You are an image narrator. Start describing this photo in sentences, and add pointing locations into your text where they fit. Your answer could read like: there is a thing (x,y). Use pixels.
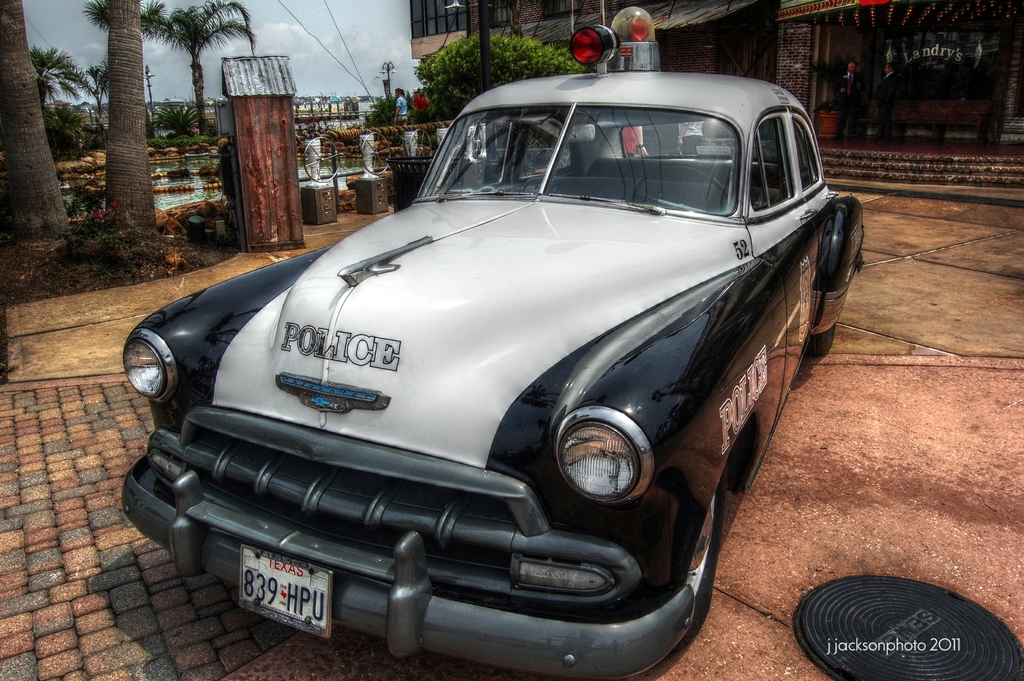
In the foreground of this image (644,416), there is a police car (644,388) on the ground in front of a building (824,26). In the background (369,73), there are trees (223,34), water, a person (399,92), and the sky (358,19).
